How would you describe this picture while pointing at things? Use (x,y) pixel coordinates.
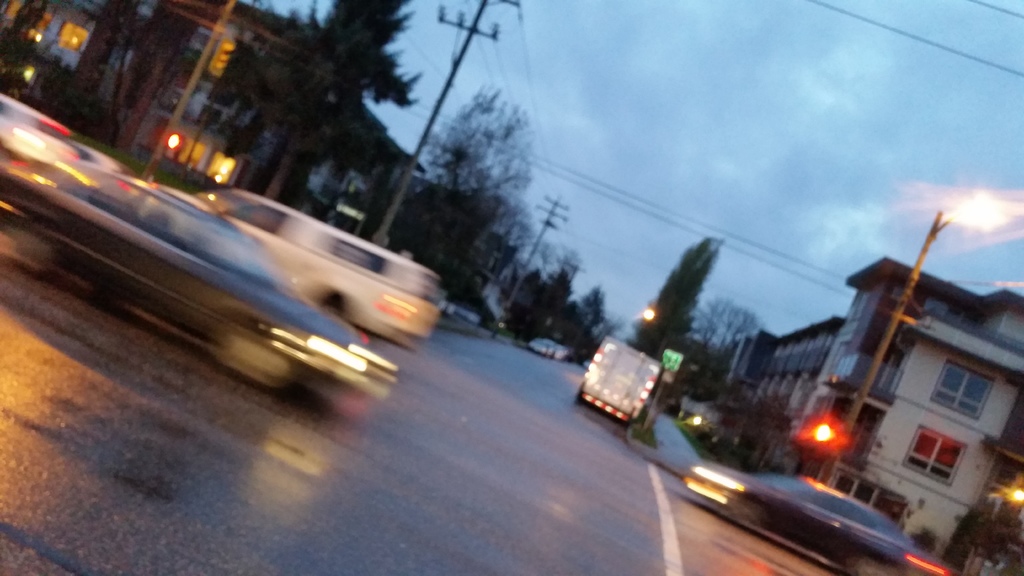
In the background (571,192) we can see sky (713,276). On either side of the road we can see buildings (859,369) and trees (669,339). We can see current poles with wires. Here we can see vehicles (89,262) on the road (610,478). We can see lights (823,428).
